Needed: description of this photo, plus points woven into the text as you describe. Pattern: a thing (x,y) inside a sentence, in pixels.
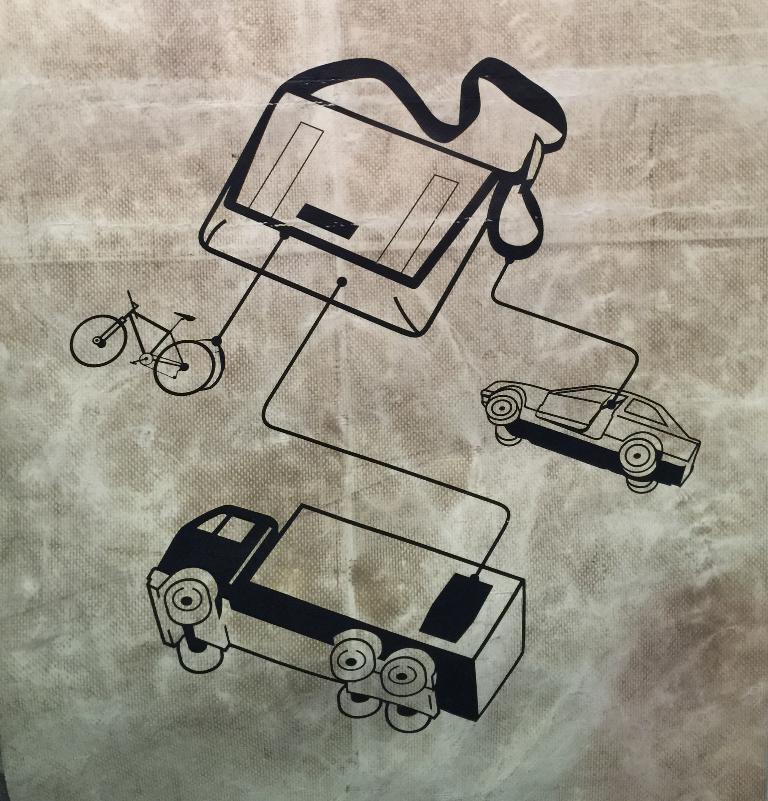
Here I can see a sketch (400,592) of two vehicles (580,402), a bag (294,224) and a bicycle (162,379).
